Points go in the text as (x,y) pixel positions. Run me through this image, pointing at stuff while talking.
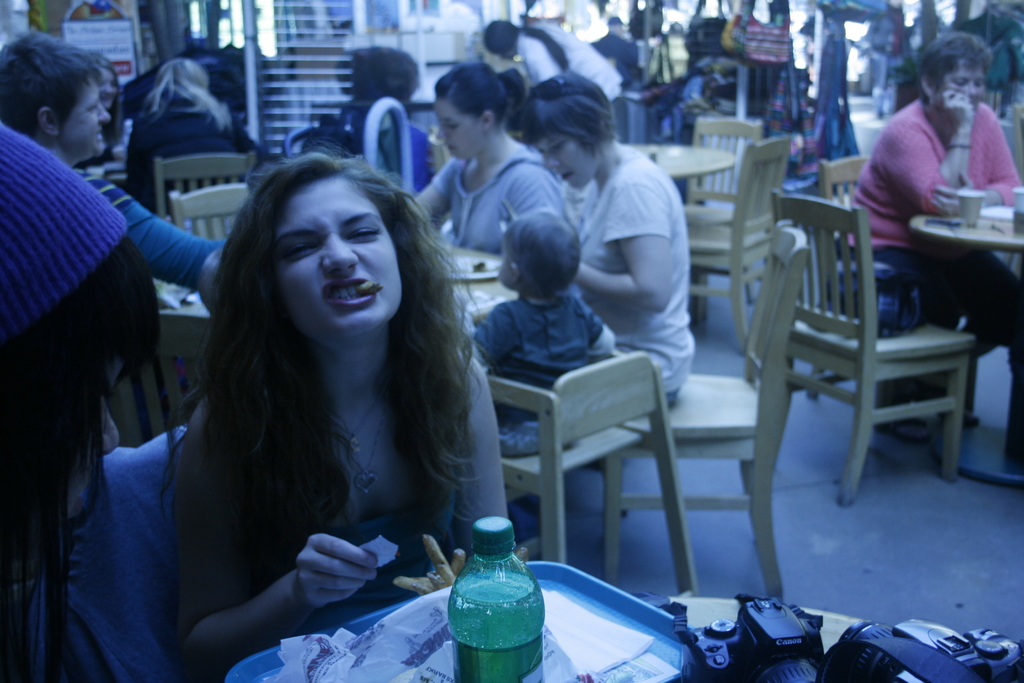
a person (316,430) is sitting and having food (453,559). in front of her there is a bottle (494,617) and a camera (746,618). behind her there are many tables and chairs (634,424) on which people (601,219) are sitting.
